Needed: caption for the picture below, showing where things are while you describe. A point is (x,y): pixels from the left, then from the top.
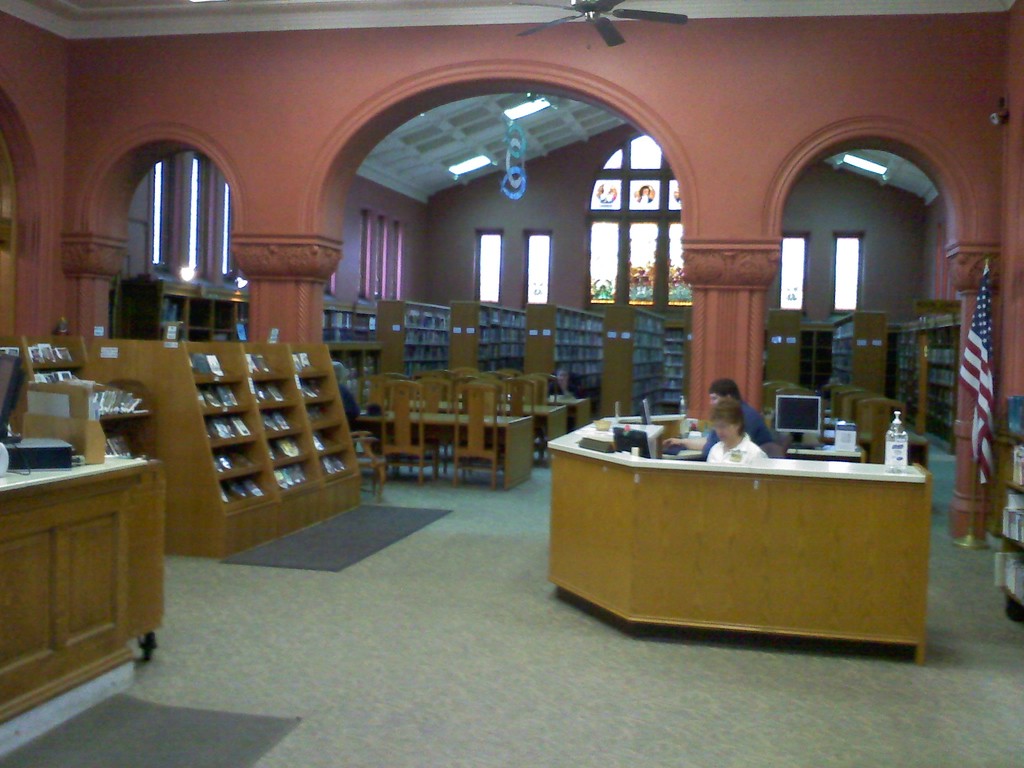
In this image we can see a library room (426,621). There are two person (736,451) sitting on a chair (771,445) behind the u-shaped desk (846,471). On the desk (872,533) there is a sanitizer bottle (890,455), computer screen (806,410) and some books (595,439). On the right side (982,285) there is a flag (968,371). On the top (602,14) there is a fan (618,30). On the background (550,414) we can see a three table (549,412) and chairs (474,381). Here it's a window (500,240) and a light (453,168).
